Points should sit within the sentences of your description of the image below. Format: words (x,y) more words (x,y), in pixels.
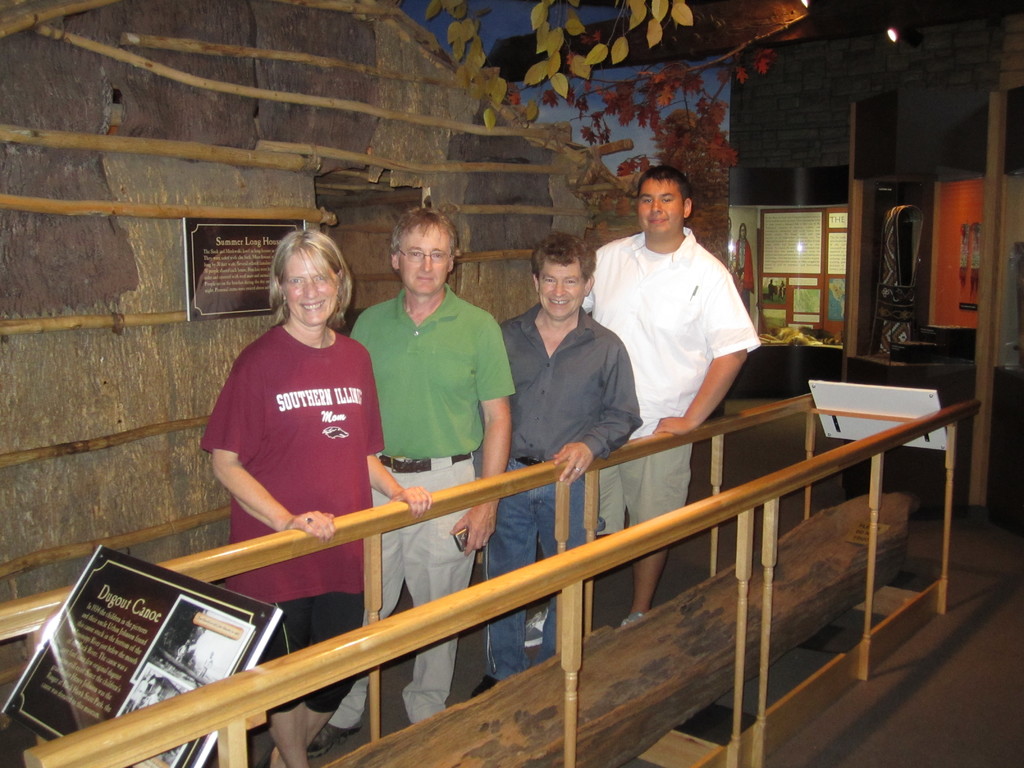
On the left of this picture (324,420) we can see the group of persons (571,290) smiling and standing and we can see the wooden fence (568,583) and the text (140,653) and some pictures (162,642) on an object (216,604). In the background (166,150) we can see the wall (175,197), bamboo (121,139), sky (528,20), tree (632,169) and a light (906,31), building (818,105) and the text (804,237) and some pictures (776,282) on the objects (827,287) and we can see some other objects (880,386).
